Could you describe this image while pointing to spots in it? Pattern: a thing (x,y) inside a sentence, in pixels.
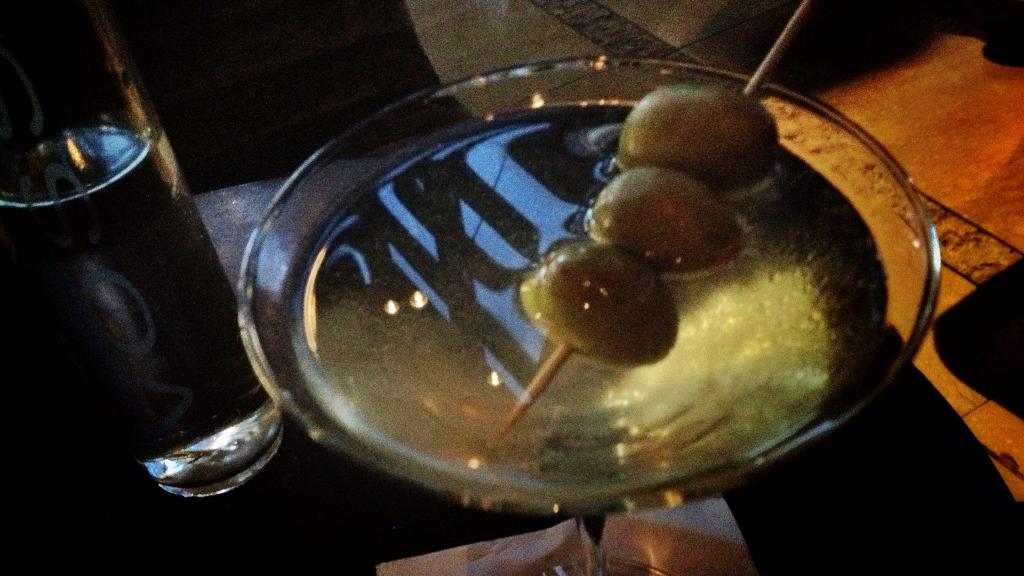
In the image there is a glass (554,132) with drink (587,142) and olives (658,309) prick to a toothpick (786,35) along with water glass (206,273) on a table (225,567).
